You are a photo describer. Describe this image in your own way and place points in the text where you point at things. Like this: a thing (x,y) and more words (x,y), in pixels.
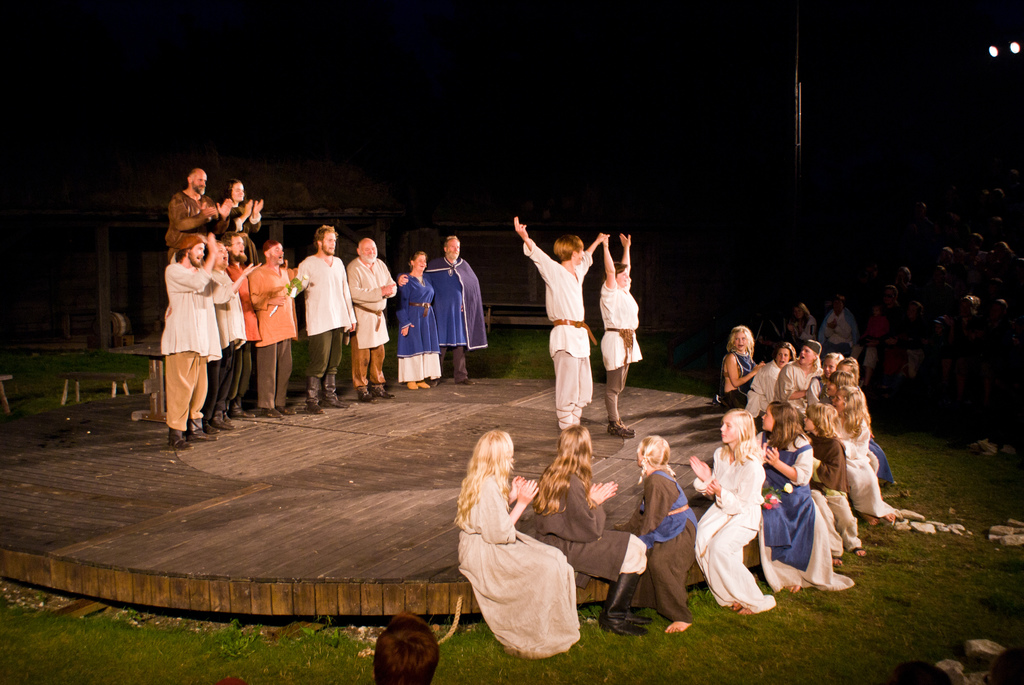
This image consists of many persons (487,479). It looks like they are acting in a play. They are standing on the dais (207,549). The dais (218,549) is made up of wood (176,558). At the bottom (450,653), there is green grass (350,656) on the ground (850,681). The background (1012,389) is too dark. On the right (953,341), we can see a huge crowd (932,278).
